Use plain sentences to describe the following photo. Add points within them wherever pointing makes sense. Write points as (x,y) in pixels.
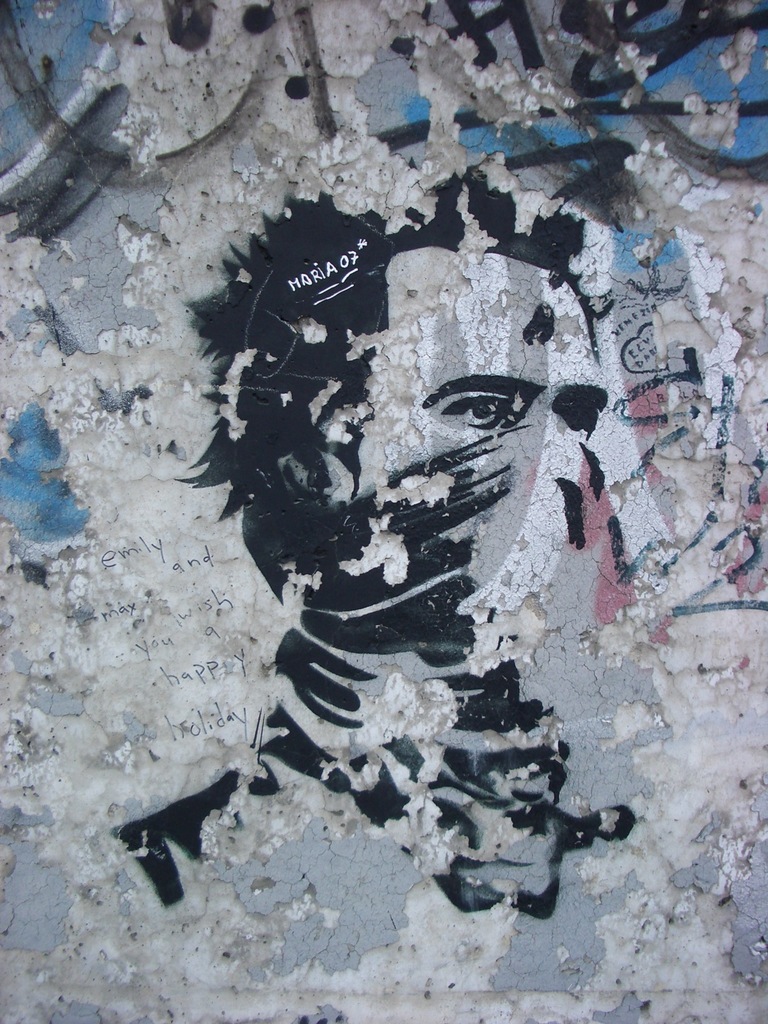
In this image there is a painting (430,279) and there is some text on the wall (496,961).
